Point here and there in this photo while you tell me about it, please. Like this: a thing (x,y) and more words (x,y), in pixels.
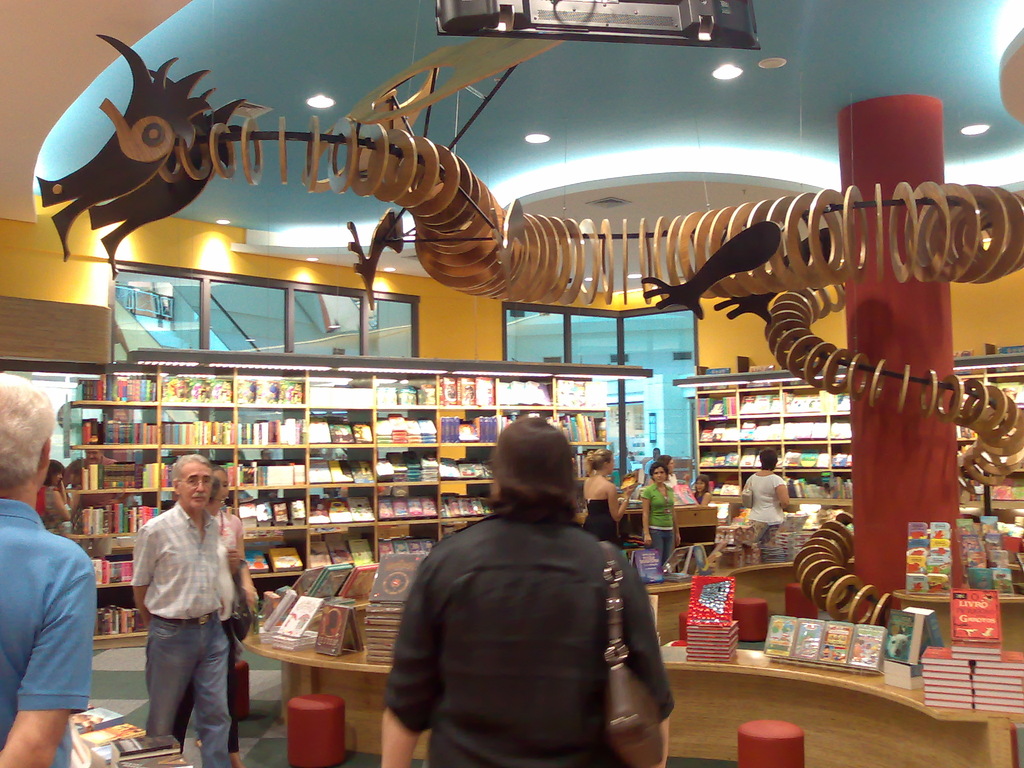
In the foreground (139,704) I can see a group of people (462,617) are walking on the floor (270,726), cabinets (683,604) on which different types of books (838,629), rings (821,559), some objects (711,579) are kept. In the background (876,576) I can see a pillar (888,360), lights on a rooftop (803,166), metal rods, cupboards (765,390) in which different types of books (478,390) are there, windows (686,346) and wall (18,233). This image is taken may be in a hall (729,503).
